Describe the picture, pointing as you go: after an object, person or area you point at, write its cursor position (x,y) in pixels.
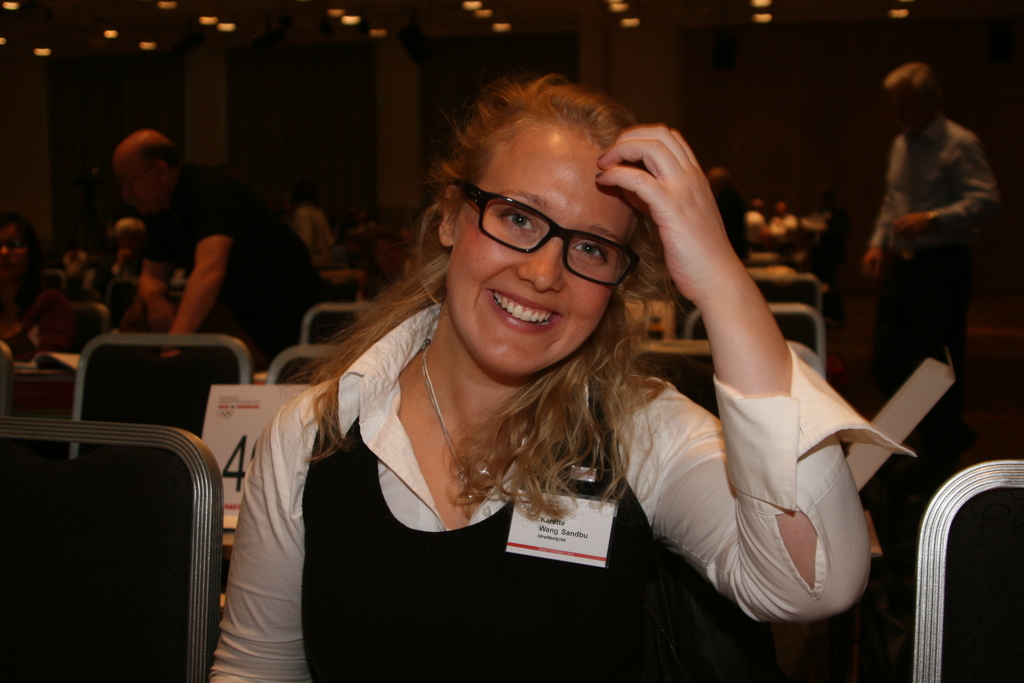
In this image I can see a woman (407,496) wearing black and white colored dress (422,530) is sitting and smiling. In the background (400,266) I can see few persons (389,249) sitting, few persons (978,193) standing and few lights (207,19).
